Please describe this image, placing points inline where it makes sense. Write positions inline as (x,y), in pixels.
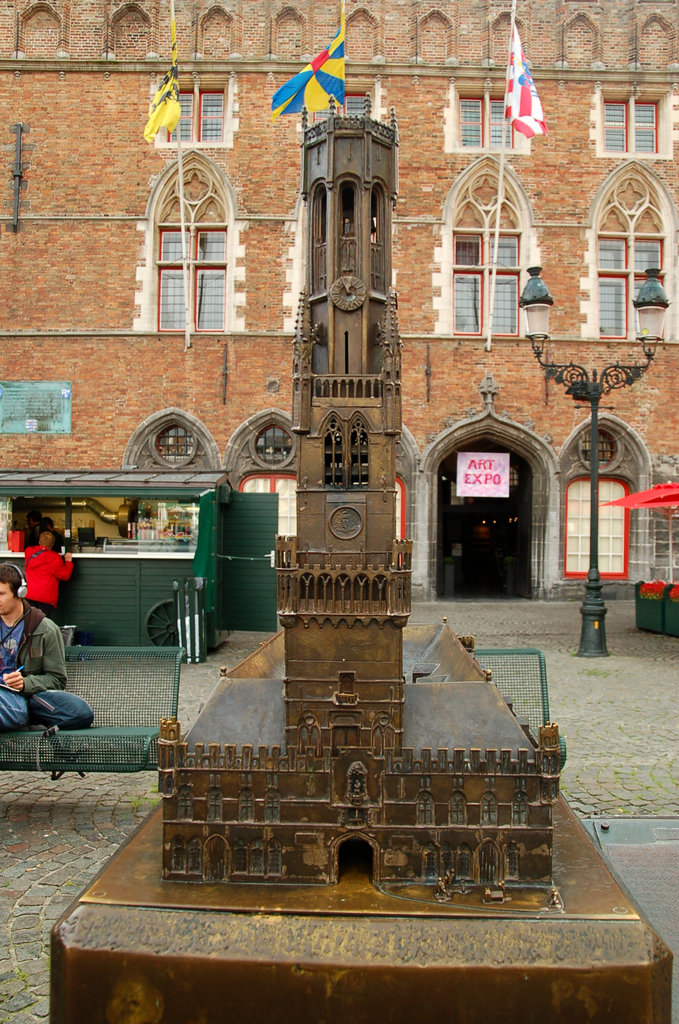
In this picture, we can see building (229,439) with windows (597,217), doors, store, a few people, posters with text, we can see an object (359,867), flags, pole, lights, and benches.
